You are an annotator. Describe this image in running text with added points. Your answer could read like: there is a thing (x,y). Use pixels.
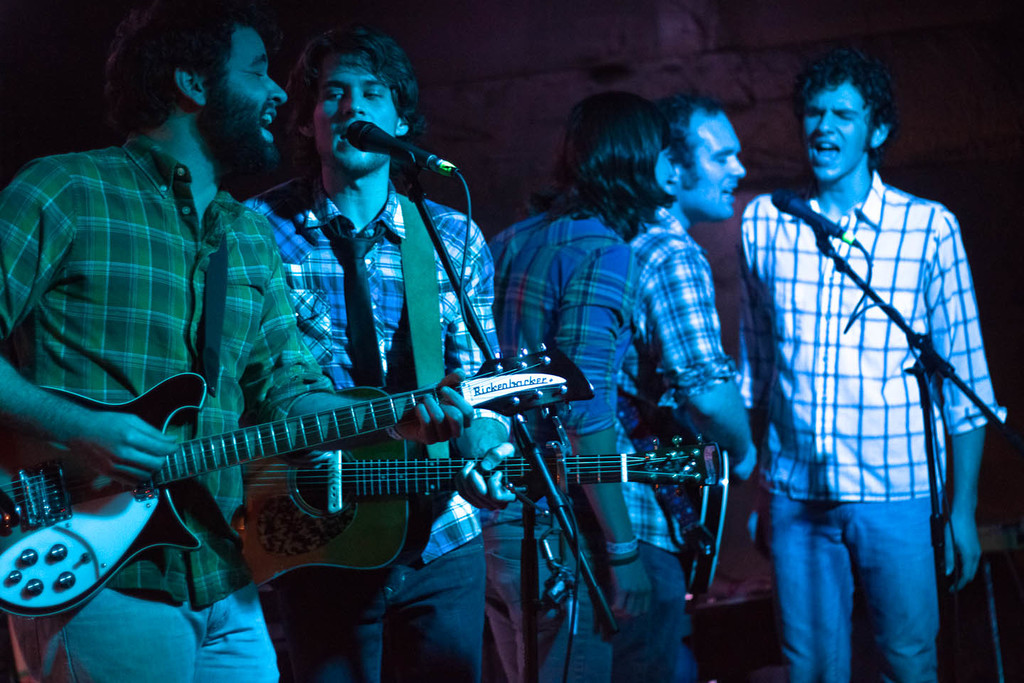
In this picture we can see five people (578,230), they are standing in front of microphone (812,227), in the left side of the given image two persons (221,386) are playing guitar (365,457).
